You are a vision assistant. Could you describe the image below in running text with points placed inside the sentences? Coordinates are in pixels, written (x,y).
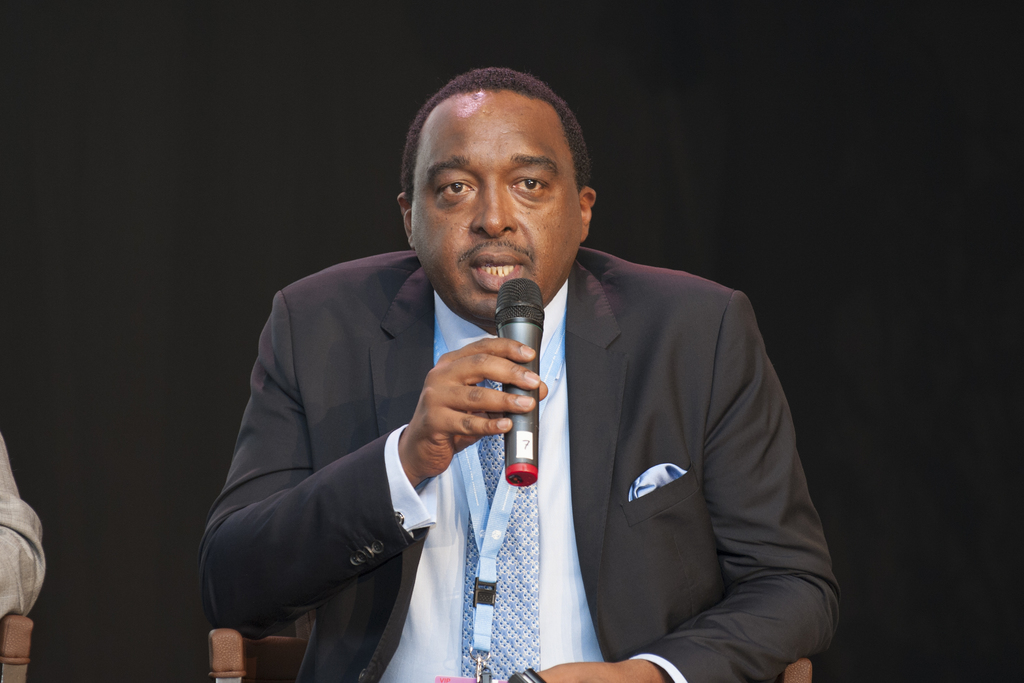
I can see in this image a man (463,444) is wearing a black suit (695,363) and holding a microphone (515,321) in his hand (522,374). The man (506,373) is sitting on a chair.
